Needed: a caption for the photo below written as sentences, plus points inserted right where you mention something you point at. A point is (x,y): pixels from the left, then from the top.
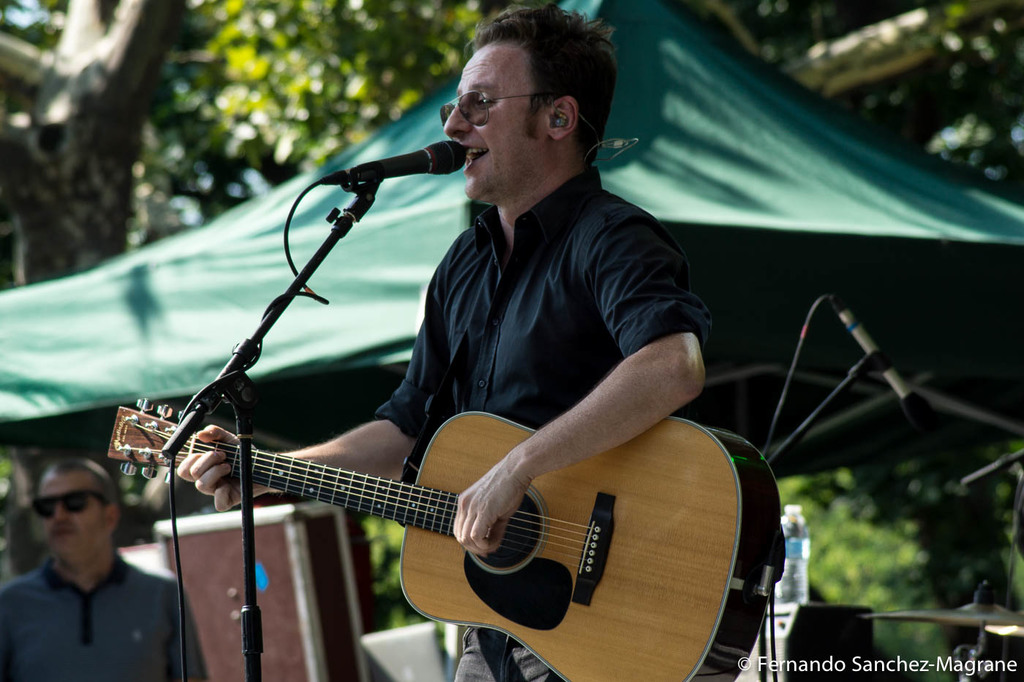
This man (559,291) is standing and playing a guitar (530,533) and singing in-front of mic (420,164). This is tent (266,218). Far there are trees (320,86). On this speaker (862,625) there is a bottle (796,600). This is a musical instrument (956,619). Far this person (101,596) is standing and wore goggles (53,503). This is box (300,568).
